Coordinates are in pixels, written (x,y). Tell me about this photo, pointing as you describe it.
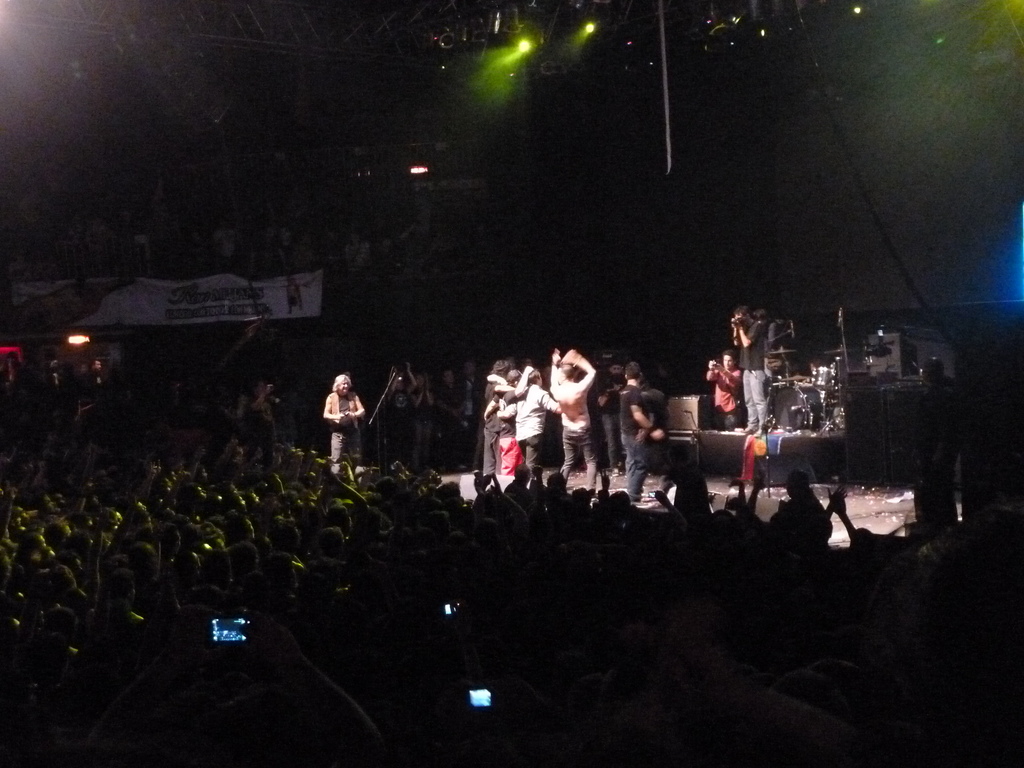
In this picture there are group of people (249,429) standing on the stage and there are musical instruments (775,413) and devices (914,435) on the stage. In the foreground (193,568) there are group of people (297,546), few (164,705) are holding the devices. At the back (234,285) there is a hoarding (144,310). At the top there are lights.
